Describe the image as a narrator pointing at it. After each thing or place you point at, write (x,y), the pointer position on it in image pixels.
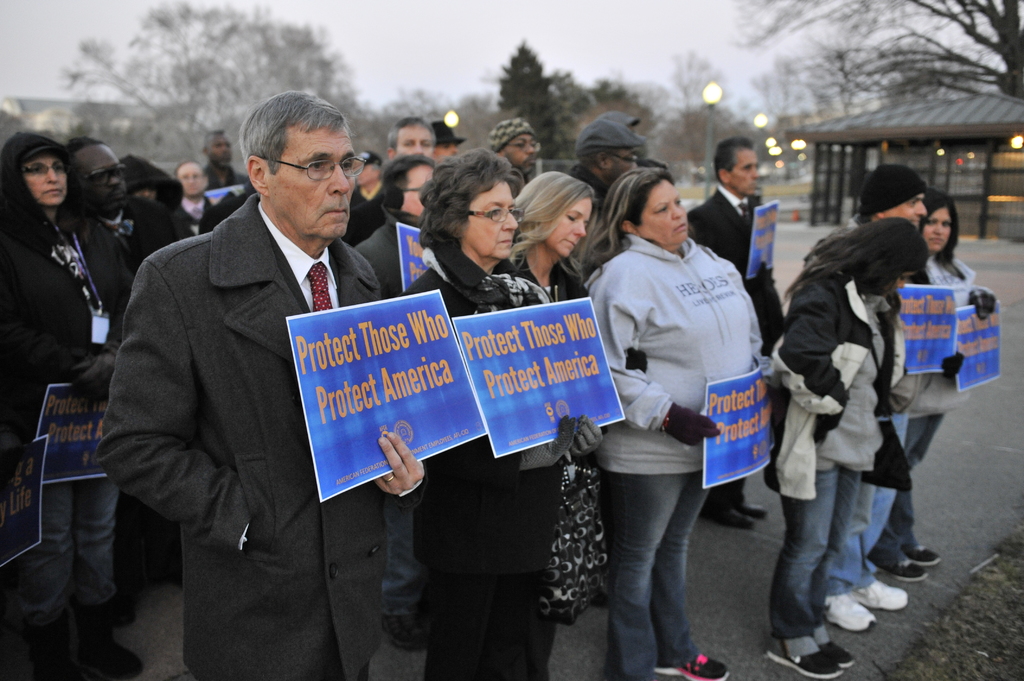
In this picture I can see a group of people (615,224) are standing with the placards (516,350) in the middle (433,436). On the right side (834,177) it looks like a shed (842,177), in the background (705,190) there are trees (743,123), lights (772,153). At the top (630,51) I can see the sky (453,47).
